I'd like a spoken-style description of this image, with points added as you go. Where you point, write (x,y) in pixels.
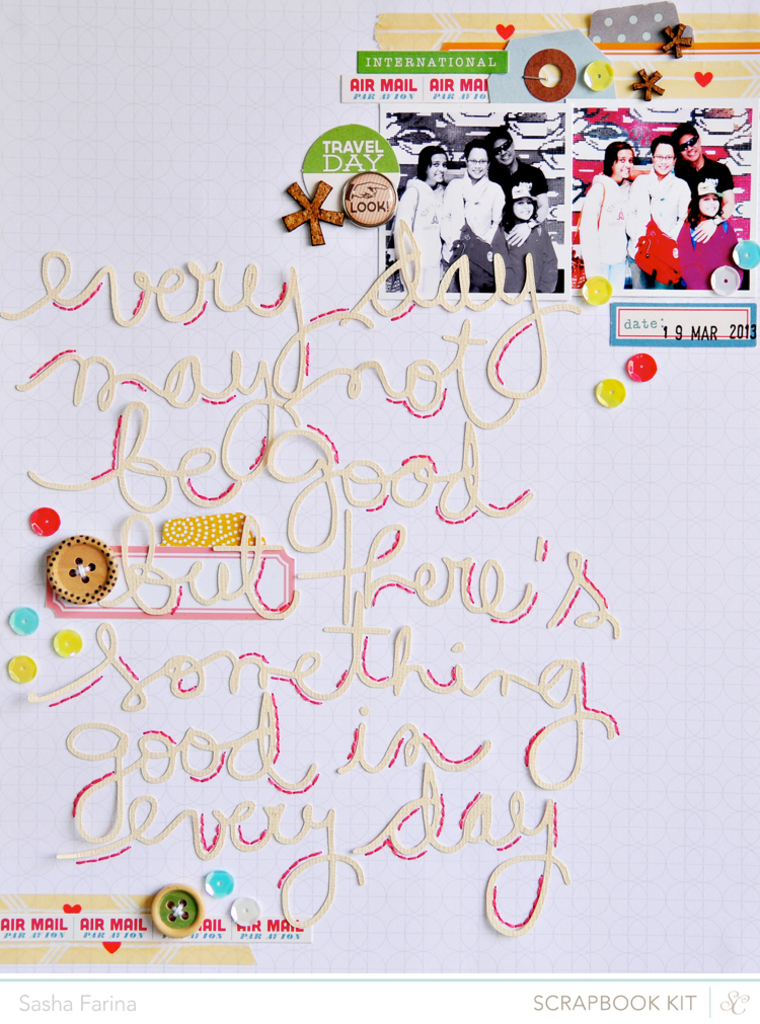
This is a zoomed in picture. In the center (398,471) there is a white color object (646,499) seems to be a paper (244,191) on which we can see the picture (547,167) of some persons (528,230) and we can see the text (244,389) and some other items (641,369). At the bottom (82,997) there is a text (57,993) on the image.
